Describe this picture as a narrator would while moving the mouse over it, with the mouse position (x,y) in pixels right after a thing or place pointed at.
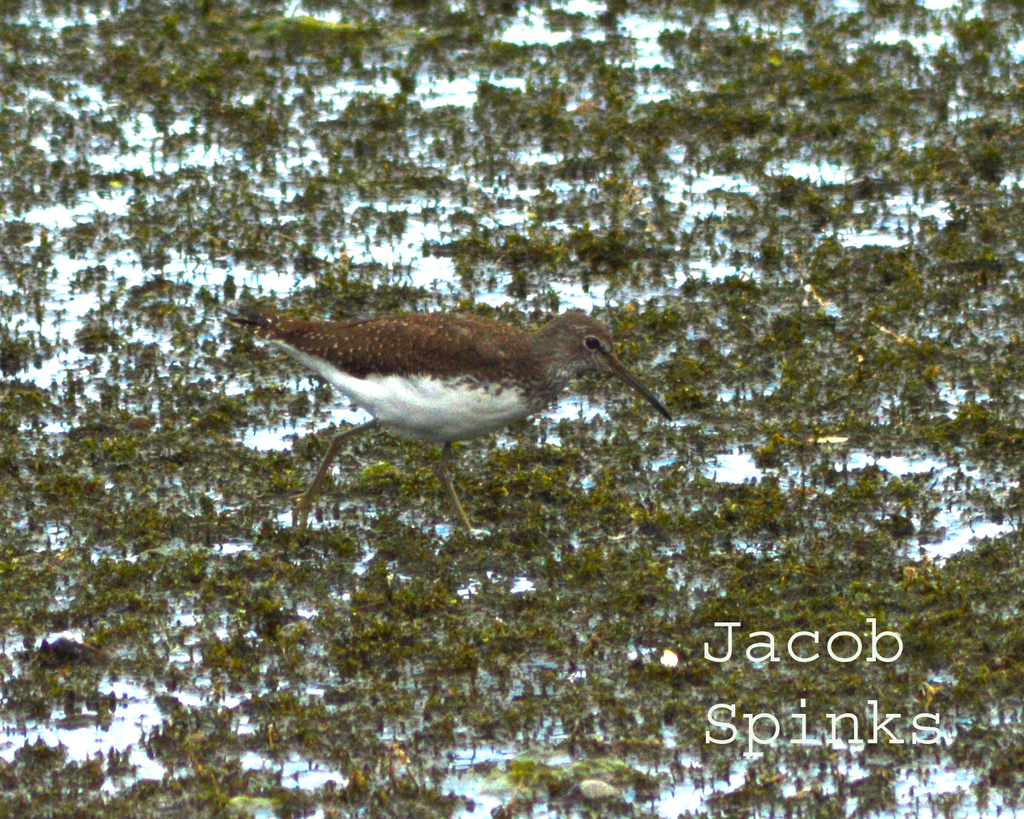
In this image I can see a bird (432,408). Here I can see the grass (502,601). Here I can see a watermark (770,647).
